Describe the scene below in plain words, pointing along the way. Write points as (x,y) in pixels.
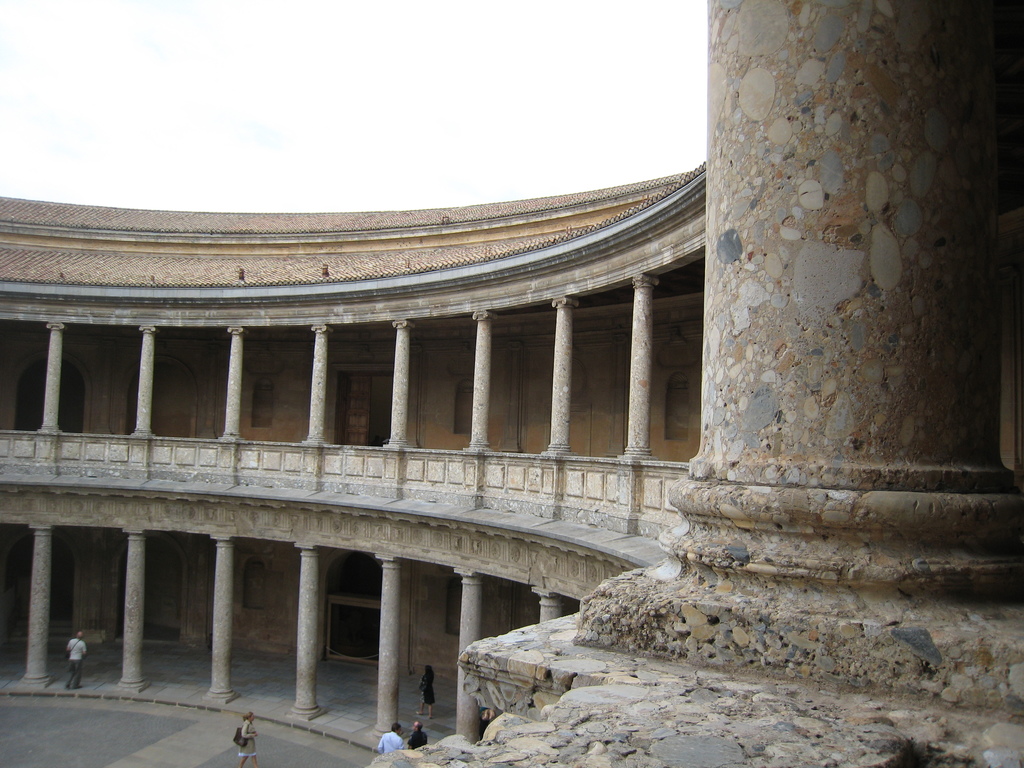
This is a picture of a monument (465,397). In the picture there are pillars (569,389) and people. Sky (377,89) is cloudy.
